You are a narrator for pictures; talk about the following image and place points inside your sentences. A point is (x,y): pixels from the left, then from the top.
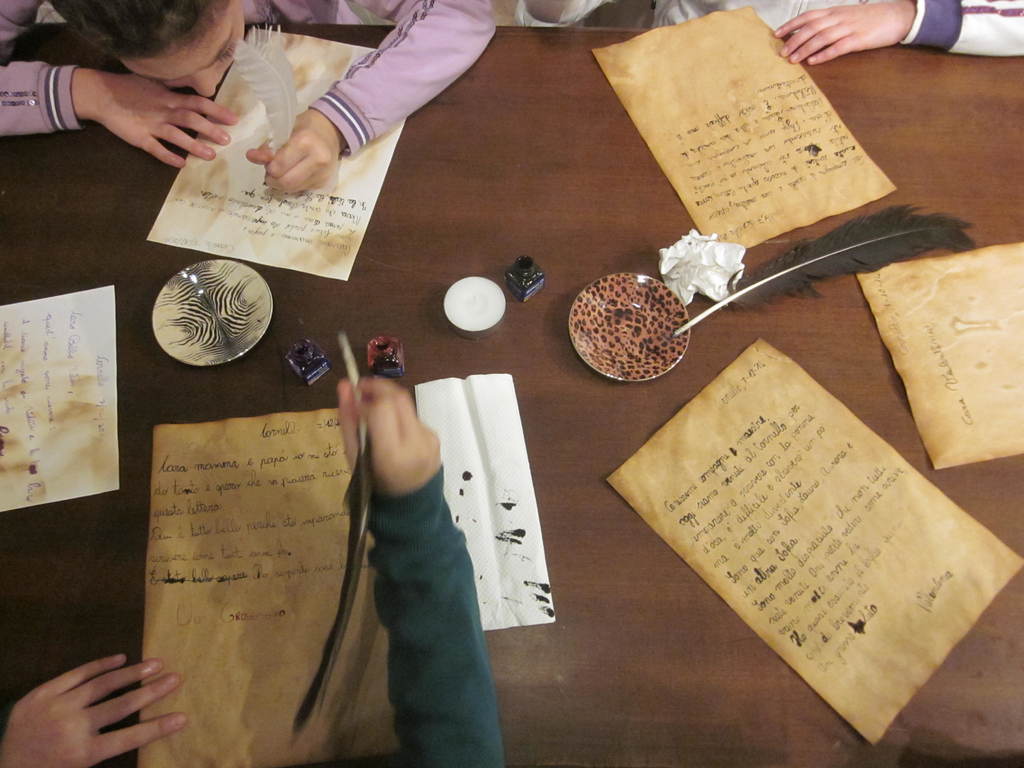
In this picture I can see a human (225,113) writing with a quill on the paper (219,160) and I can see another human (418,548) holding a quill (353,474) in her hand (394,458) and I can see few papers (769,354) with some text (754,529) and couple of saucers (211,328), few ink pots (530,295) on the table (62,150) and I can see another human (936,38) at the top right corner of the picture (836,36).
